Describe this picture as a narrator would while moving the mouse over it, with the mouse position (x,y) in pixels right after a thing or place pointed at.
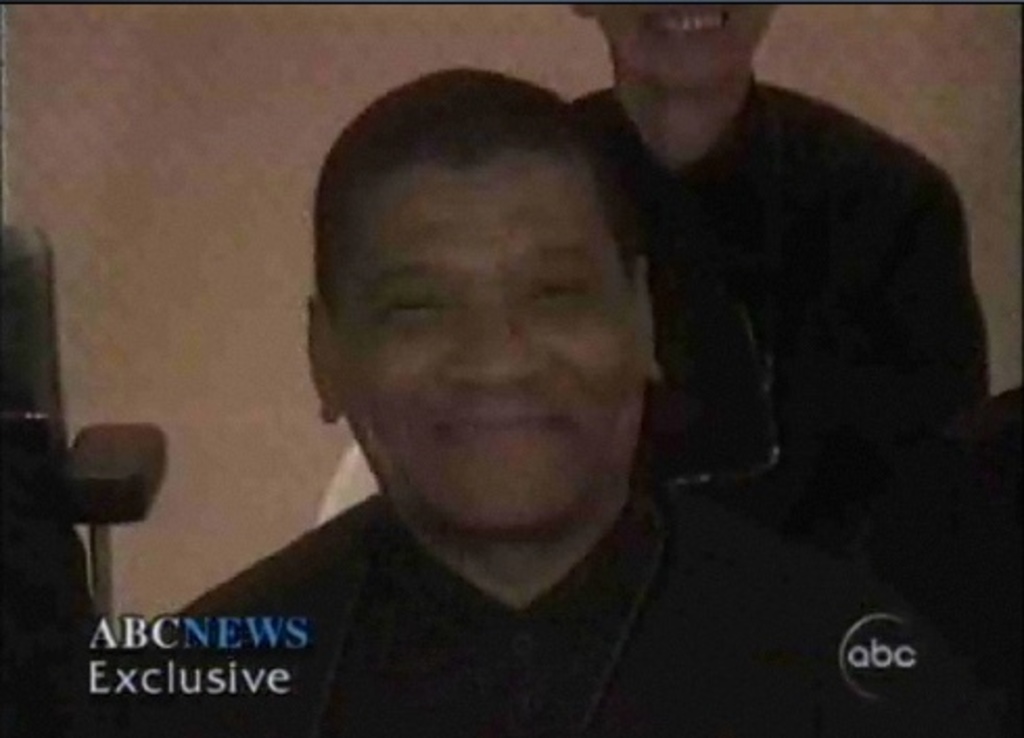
It is a blur image. In this image, we can see two persons (532,456) are smiling. On the left side of the image (152,458), we can see a chair (156,476). At the bottom of the image (231,696), we can see watermarks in the image.
